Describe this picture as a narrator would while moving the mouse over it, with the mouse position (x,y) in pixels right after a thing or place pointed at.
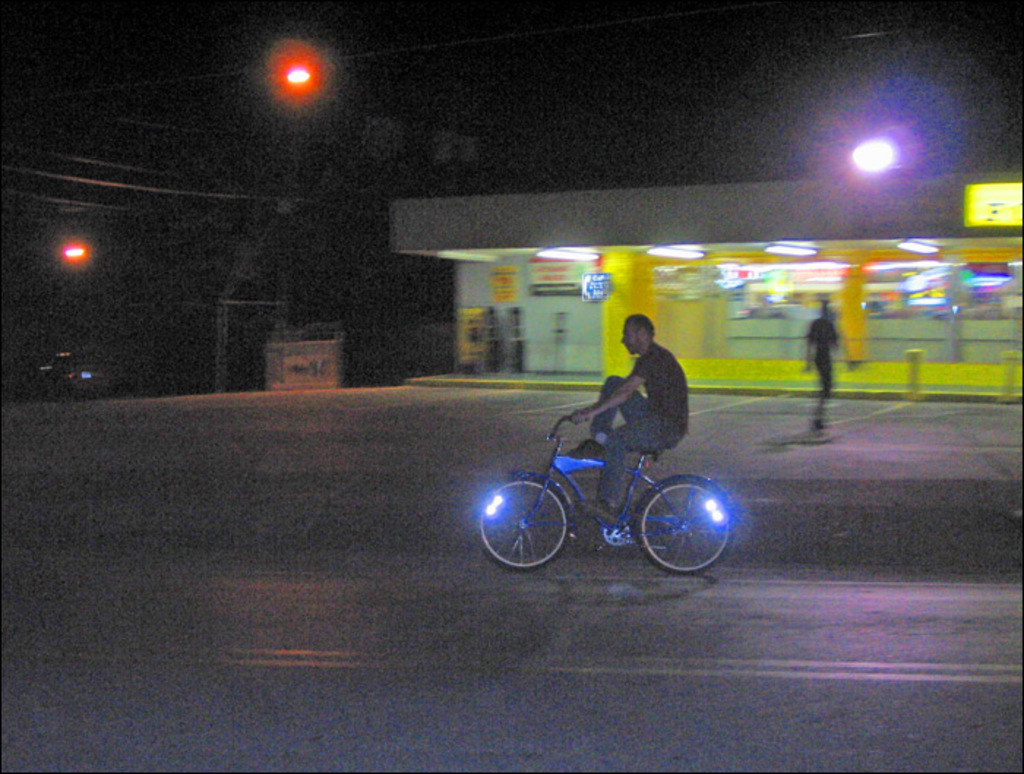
At the bottom of this image (860,639), there is a person (665,354) cycling on the road (128,590). In the background (878,230), there are lights (869,166) arranged, there is a building (867,214), there are electric lines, there is another person (829,371) and there are other objects (312,365). And the background (104,354) is dark in color.
